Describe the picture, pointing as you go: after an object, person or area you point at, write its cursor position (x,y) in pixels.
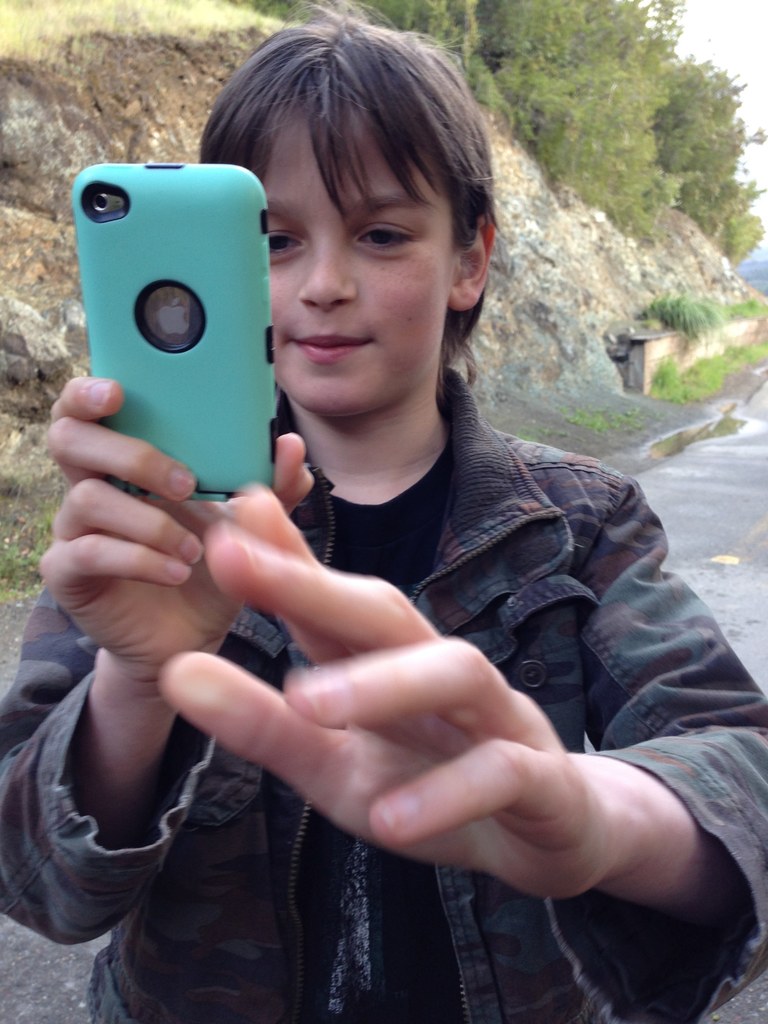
In this picture we can see a boy (378,466) holding a phone (229,284) with his hand (238,520). On the background (641,190) there are some trees (675,79) and this is the sky (723,58).
